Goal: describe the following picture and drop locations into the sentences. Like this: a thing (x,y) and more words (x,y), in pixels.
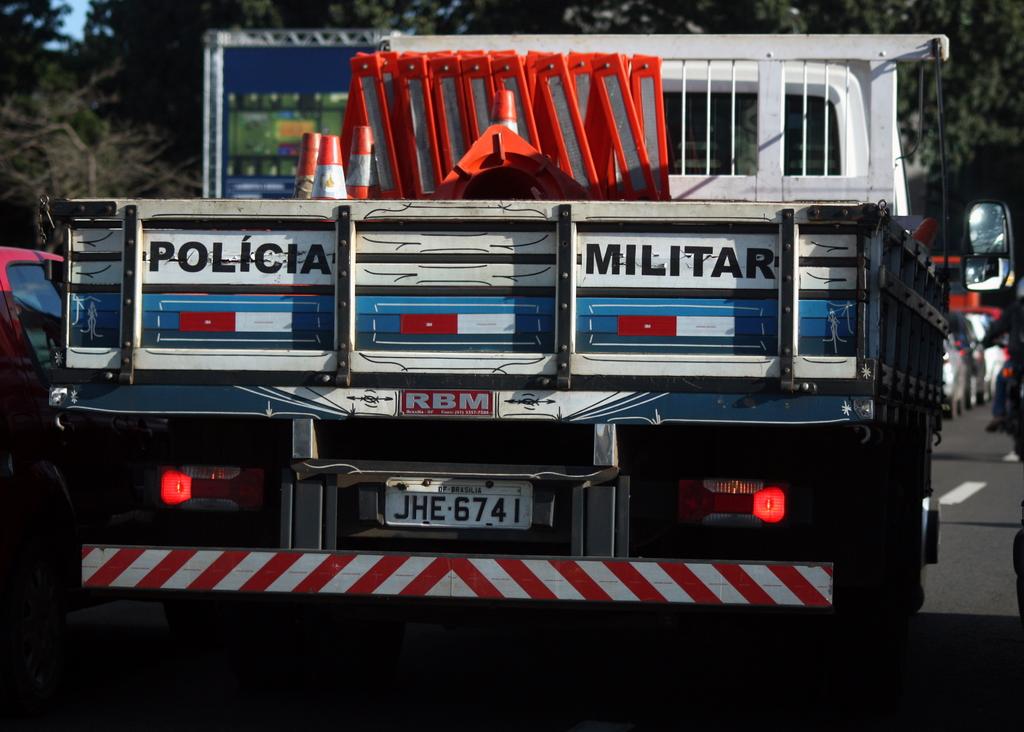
In this image we can see a truck (599,386). Behind trees (464,22) are there and cars (993,352) are present on the road (946,594).
